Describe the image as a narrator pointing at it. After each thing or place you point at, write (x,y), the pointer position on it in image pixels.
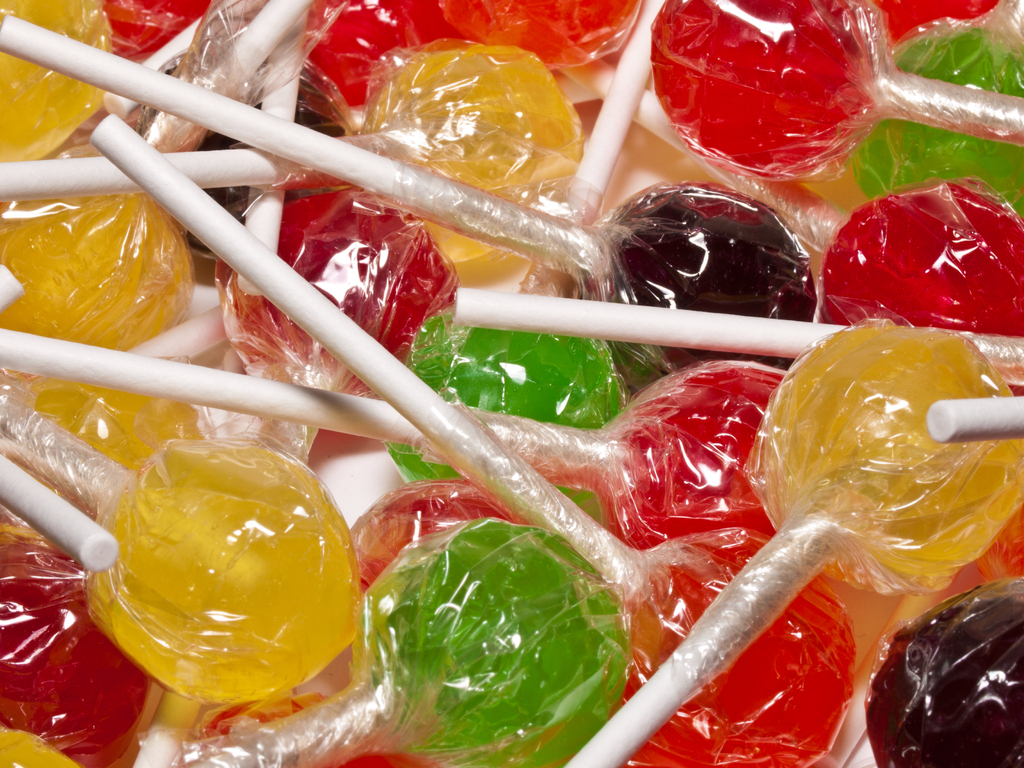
In this image, I can see colorful lollipops (445,528).
